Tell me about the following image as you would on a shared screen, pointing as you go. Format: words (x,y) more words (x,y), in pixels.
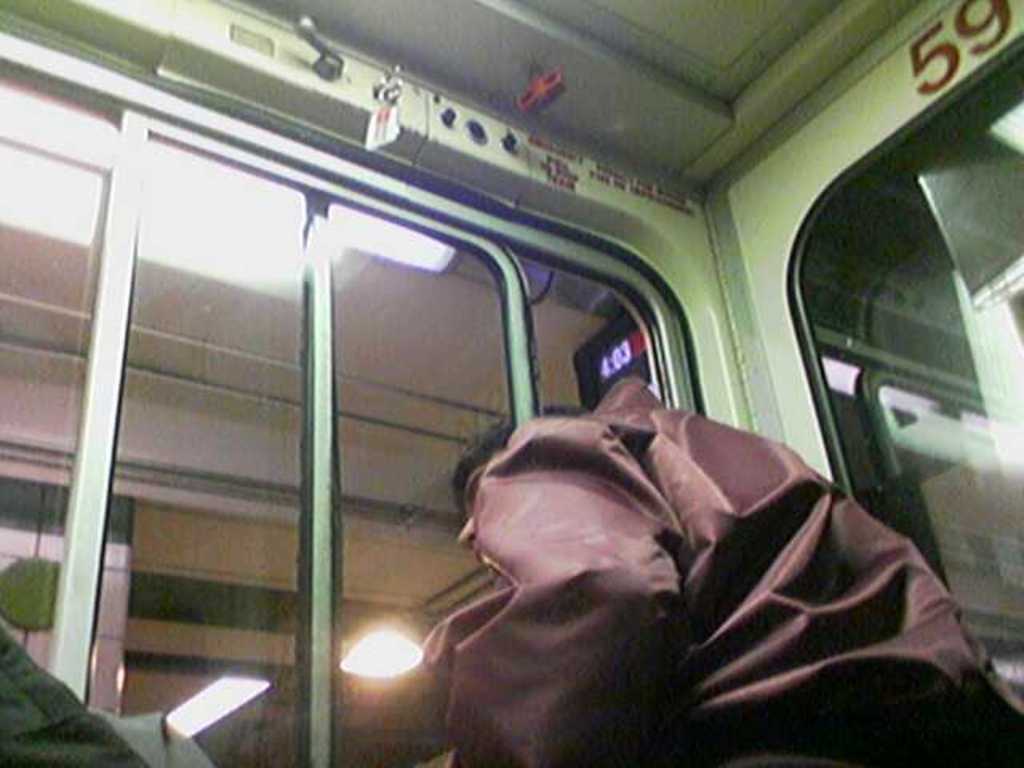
This image consists of a man (554,702) wearing a brown jacket (723,620). It looks like he is standing in a train (850,269). In the front (195,385), we can see a window (261,533) or a door (358,536).
